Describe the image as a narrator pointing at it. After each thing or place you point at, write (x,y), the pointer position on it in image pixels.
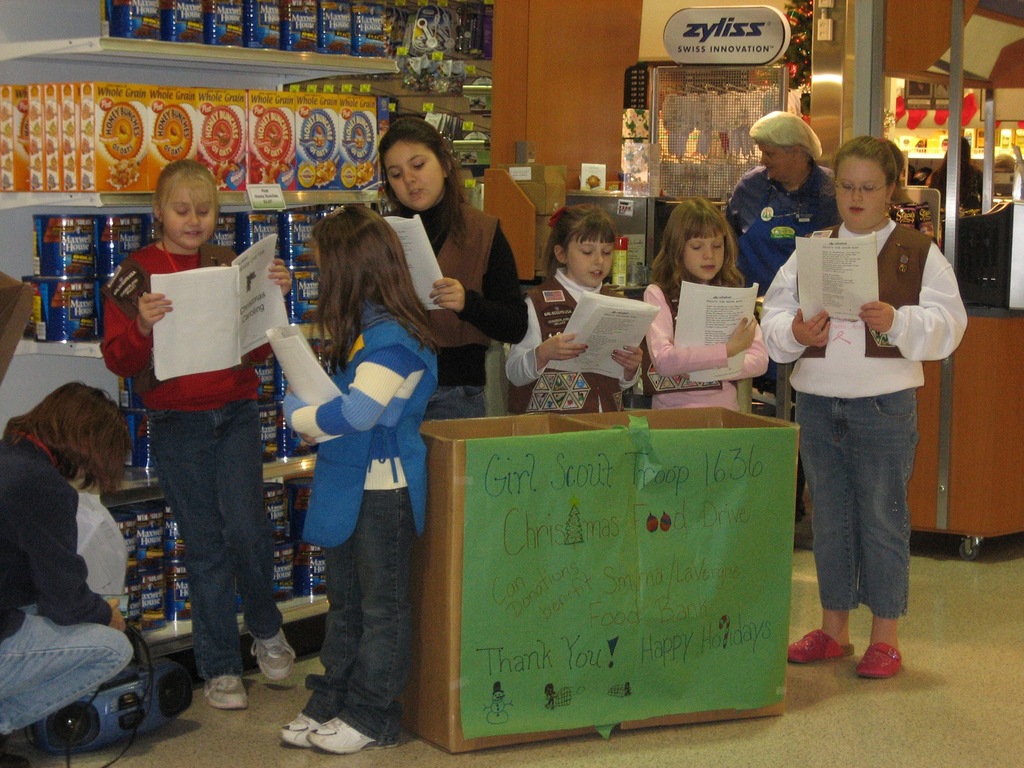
There are six girls (382,302) standing and holding books (625,341) in their hands (543,357). This looks like a cardboard box (450,723) with a paper (605,565) attached to it. Here is a person (31,547) sitting in squat position. This looks like a tape recorder (127,708). These are the tins (65,264) and packets (330,145) are placed in the rack (136,550). Here is a person (788,184) standing. This looks like a machine (647,198). At the right side of the image (983,267), that looks like a monitor (992,285), which is placed on the table (973,451).
